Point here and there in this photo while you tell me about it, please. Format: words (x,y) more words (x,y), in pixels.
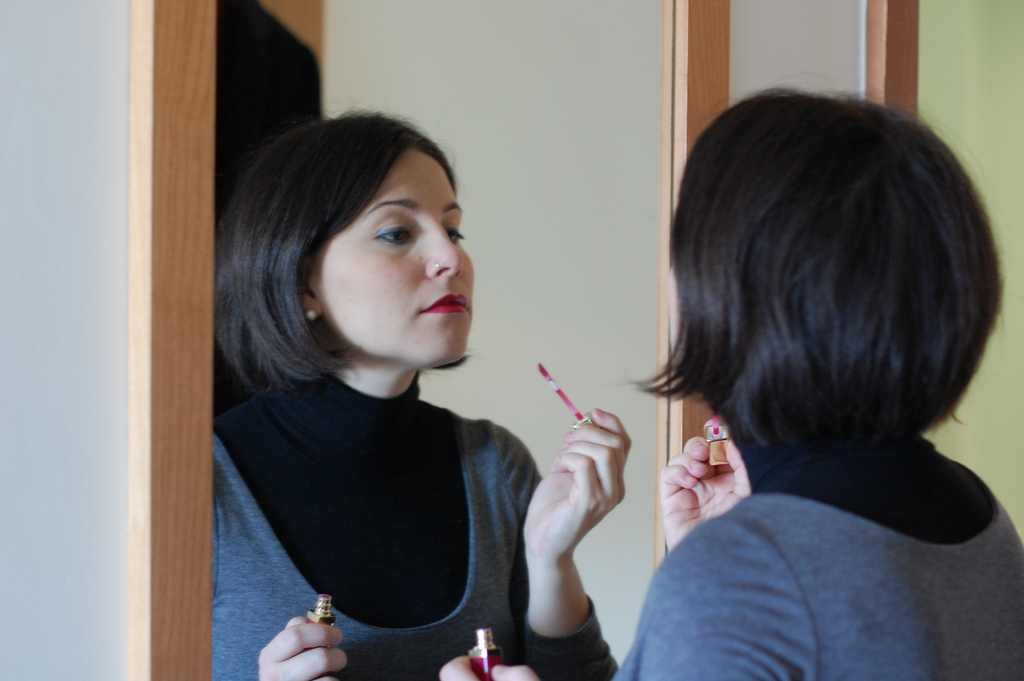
In this image there is a person (838,504) holding lipstick (723,449), there is a mirror (467,77), there is a person (353,393) visible in the mirror (403,424), there is a wall (88,311).
